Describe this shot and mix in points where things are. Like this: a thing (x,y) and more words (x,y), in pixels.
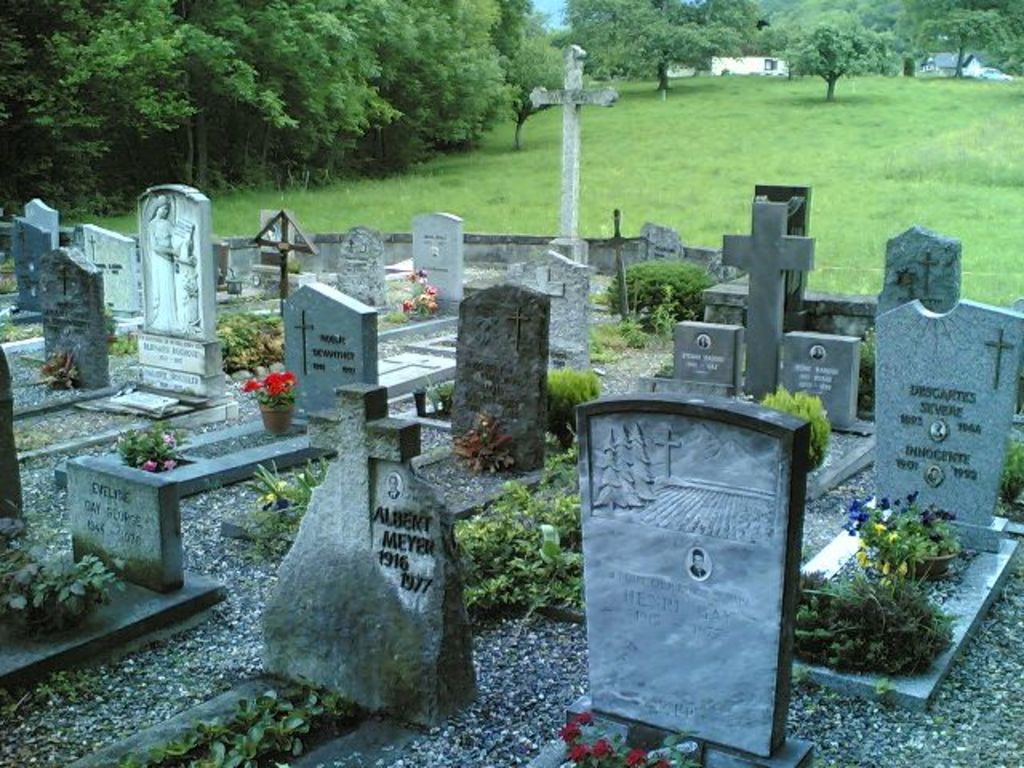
In this picture I can see graveyard (532,465) in the foreground (567,415). I can see grass ground (873,141). I can see group of trees (312,123) in the top left-hand corner (270,115).
